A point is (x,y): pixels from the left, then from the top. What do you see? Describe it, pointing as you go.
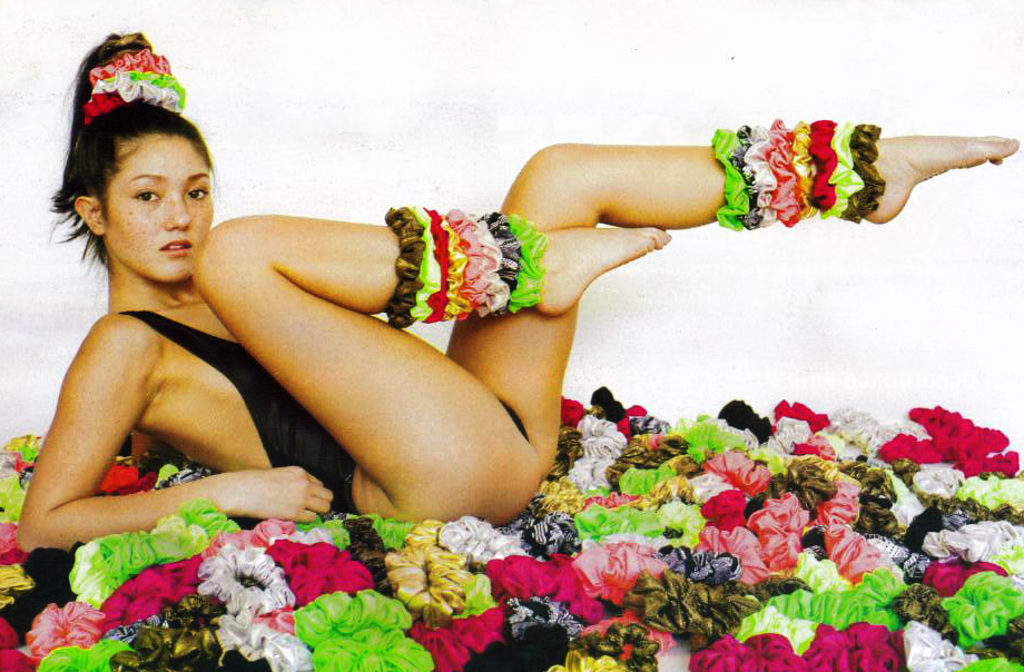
In this image there is a woman (77,404) lying on the floor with hair bands (652,560). In the background of the image (618,62) there is a wall (560,57).
